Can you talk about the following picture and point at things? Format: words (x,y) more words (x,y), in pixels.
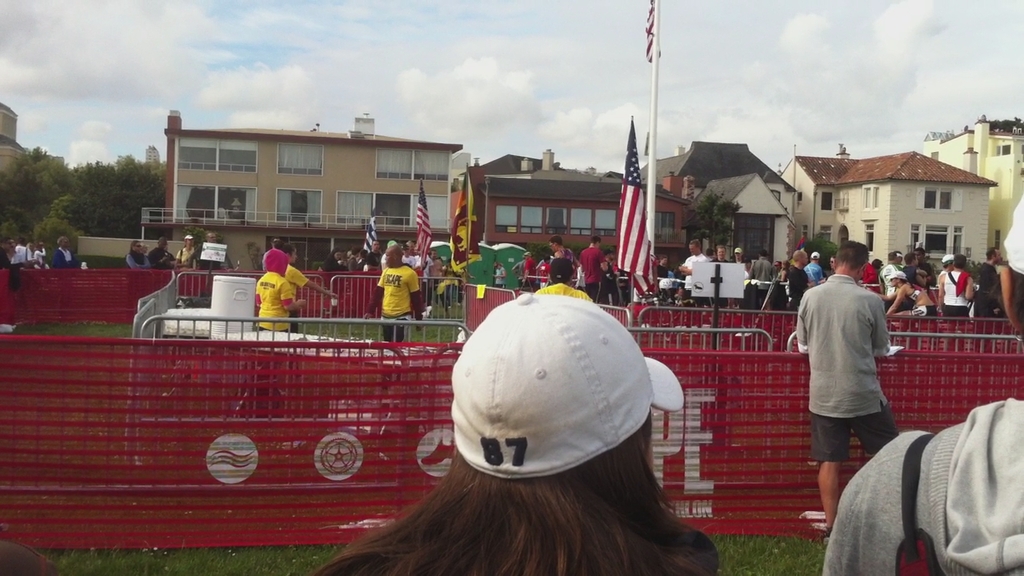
In the foreground of the image (556,506) we can see two persons (896,482) standing. One woman (564,432) is wearing a cap (583,450). In the center of the image (405,287) we can see metal railings (146,313) placed on the ground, group of flags (628,165) on poles (655,164), a group of people (571,269) standing on the ground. In the background (955,199), we can see a group of buildings (360,232), trees (119,202) and cloudy sky (445,88).
